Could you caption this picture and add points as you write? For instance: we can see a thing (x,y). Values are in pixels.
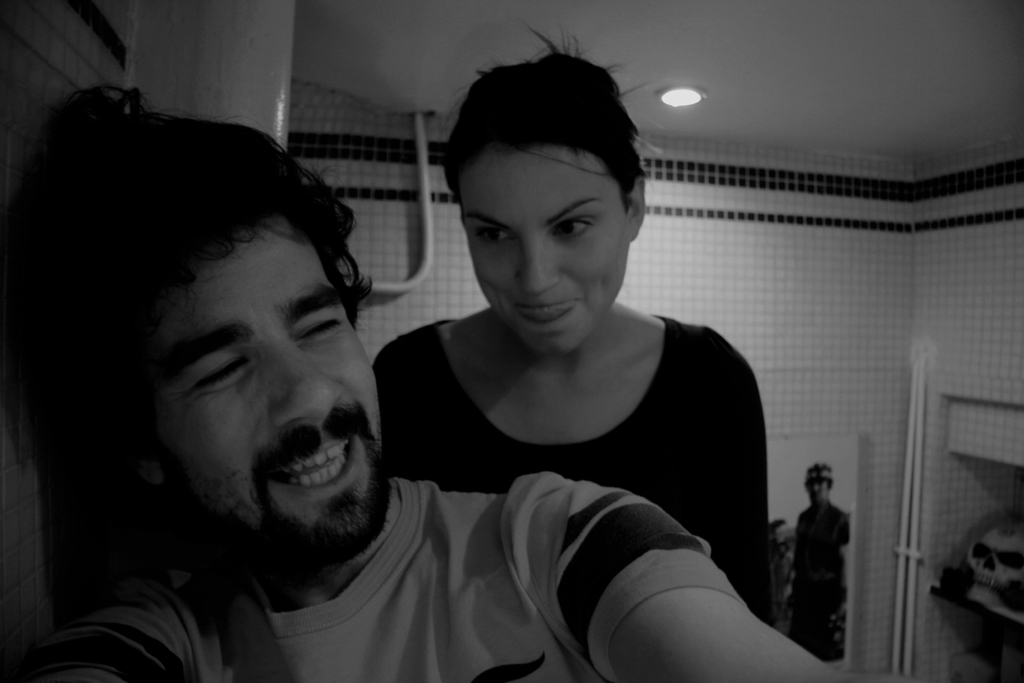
In this image, we can see two persons (716,363) and we can see the walls (807,250), roof (763,133) and a light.
